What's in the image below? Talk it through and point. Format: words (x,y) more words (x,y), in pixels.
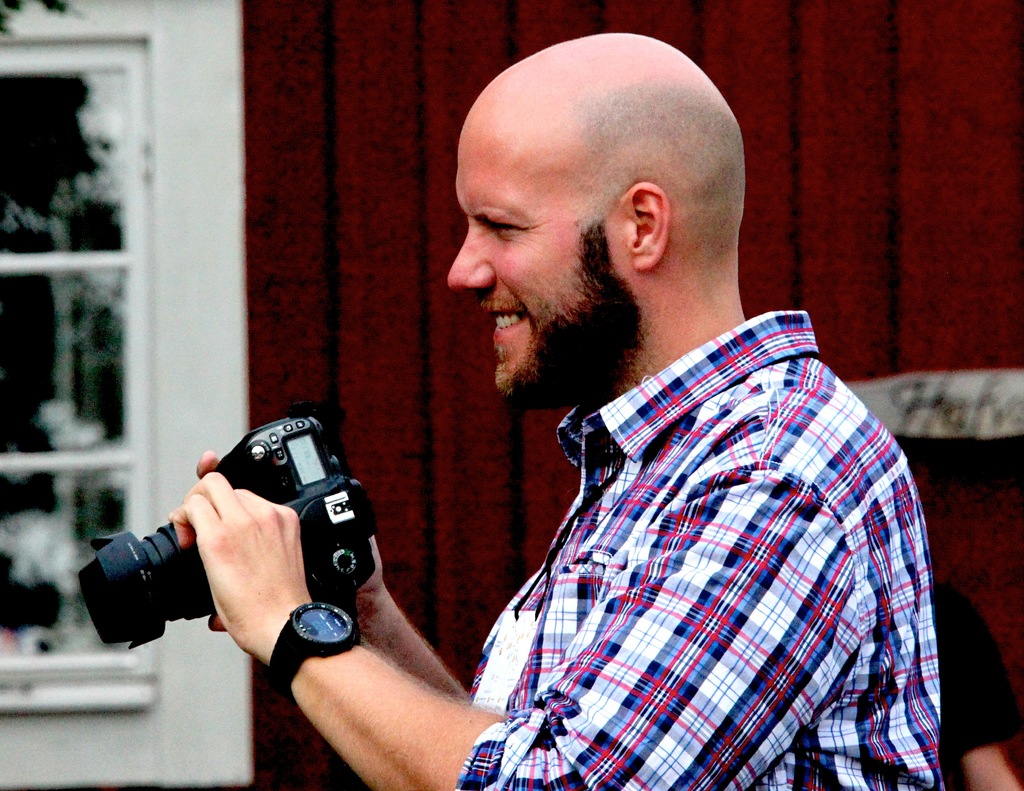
A man (803,771) is standing by holding a camera (365,502) in his hands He is smiling he wears a good shirt (714,509).
